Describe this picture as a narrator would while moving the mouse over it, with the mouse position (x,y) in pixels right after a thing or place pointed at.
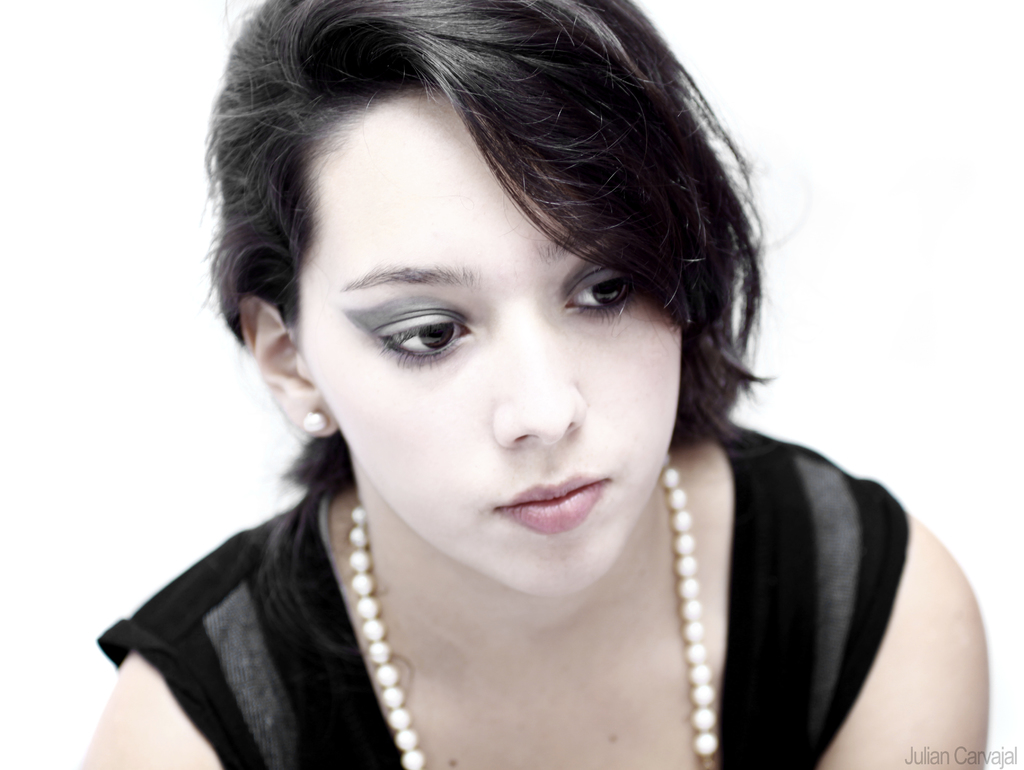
In this image we can see a woman (546,644) wearing a black dress (303,709).
